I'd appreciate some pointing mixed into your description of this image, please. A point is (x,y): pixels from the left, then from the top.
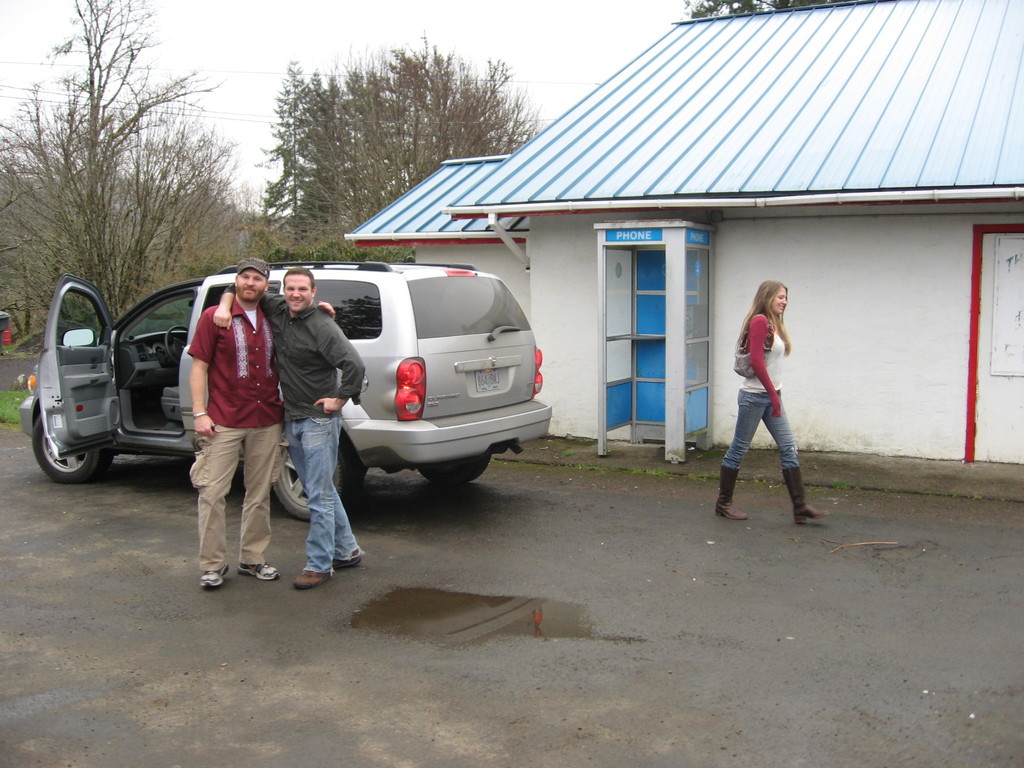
This is the picture of a place (129,702) where have three people (305,391), car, house (729,291) and around there are some trees (115,267).
